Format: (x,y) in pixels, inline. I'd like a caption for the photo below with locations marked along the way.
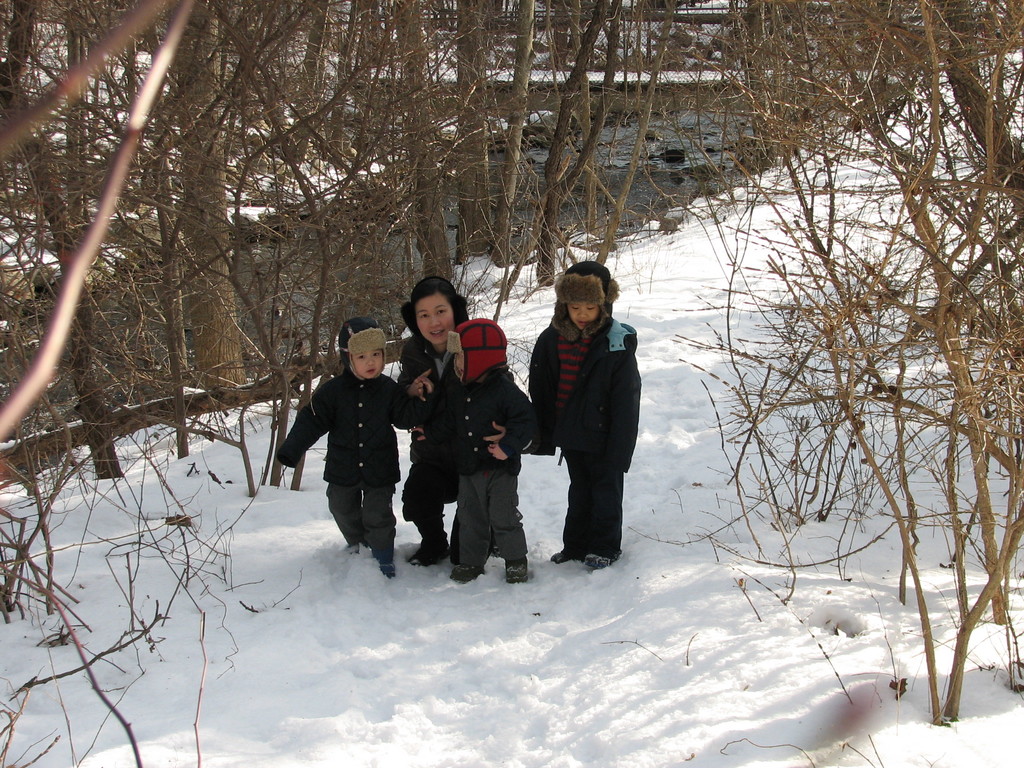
In the middle of the picture (574,429), we see children (389,492) wearing black jackets (442,415) are standing on the snow (595,573). On either side of the picture, there are trees (956,361). On the left side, we see water (653,186). There are trees (470,175) in the background (505,176).
